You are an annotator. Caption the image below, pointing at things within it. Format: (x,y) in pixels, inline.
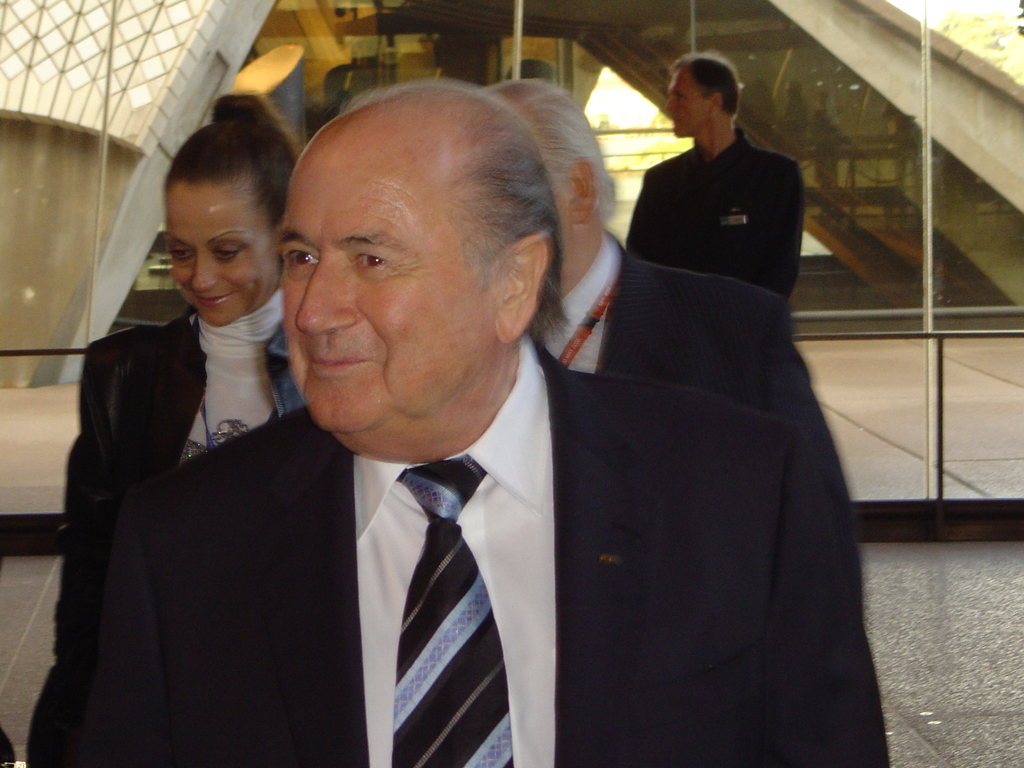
In the background (982,196) we can see the glass wall (78,67). Through the glass wall (998,207) we can see the walls (951,154), a person (714,84), few objects (818,229) are visible and a tree (1016,35). In this picture we can see the people (702,664). We can see a man (460,312) and a woman (194,213), they both are smiling. On the right side of the picture (961,655) we can see the floor (991,689).
